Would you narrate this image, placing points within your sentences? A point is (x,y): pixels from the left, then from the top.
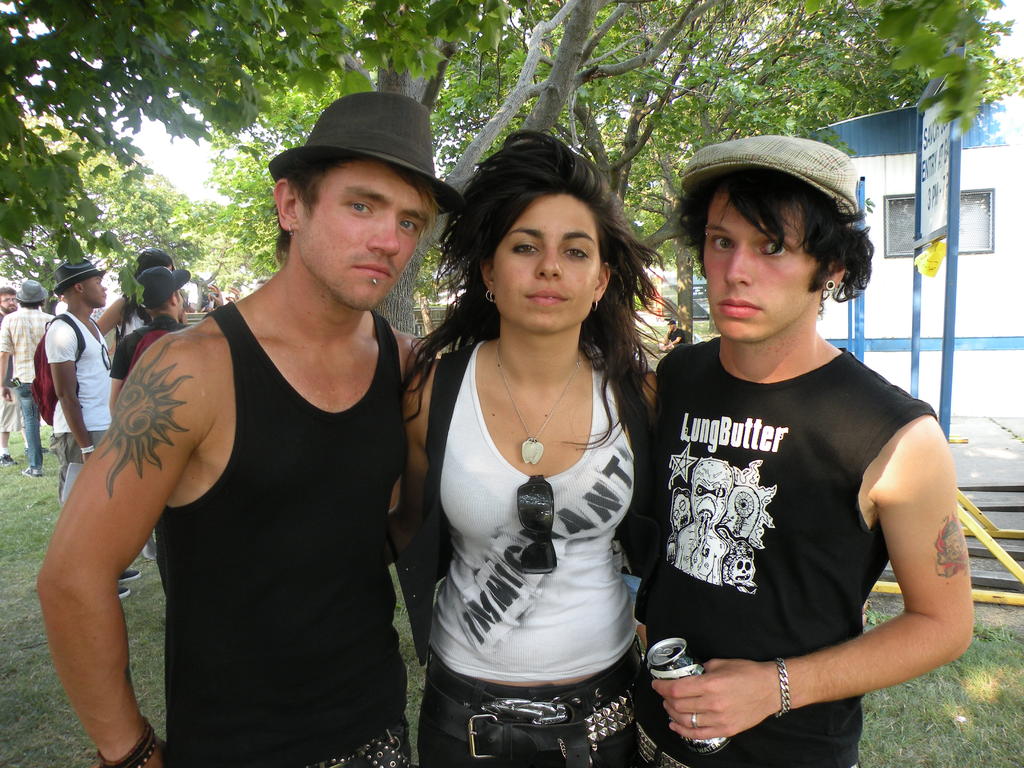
Here in this picture in the middle (682,378) we can see three people (573,344) standing on the ground (886,745) over there and the woman (522,473) in the middle (522,404) is having goggles (529,526) on the shirt (557,544) and the persons (342,407) on either side are having cap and hat (414,169) on them and behind them also we can see people (105,354) standing over there and we can see the ground (138,560) is covered with grass (50,508) all over there and we can see trees (466,144) present all over there.
